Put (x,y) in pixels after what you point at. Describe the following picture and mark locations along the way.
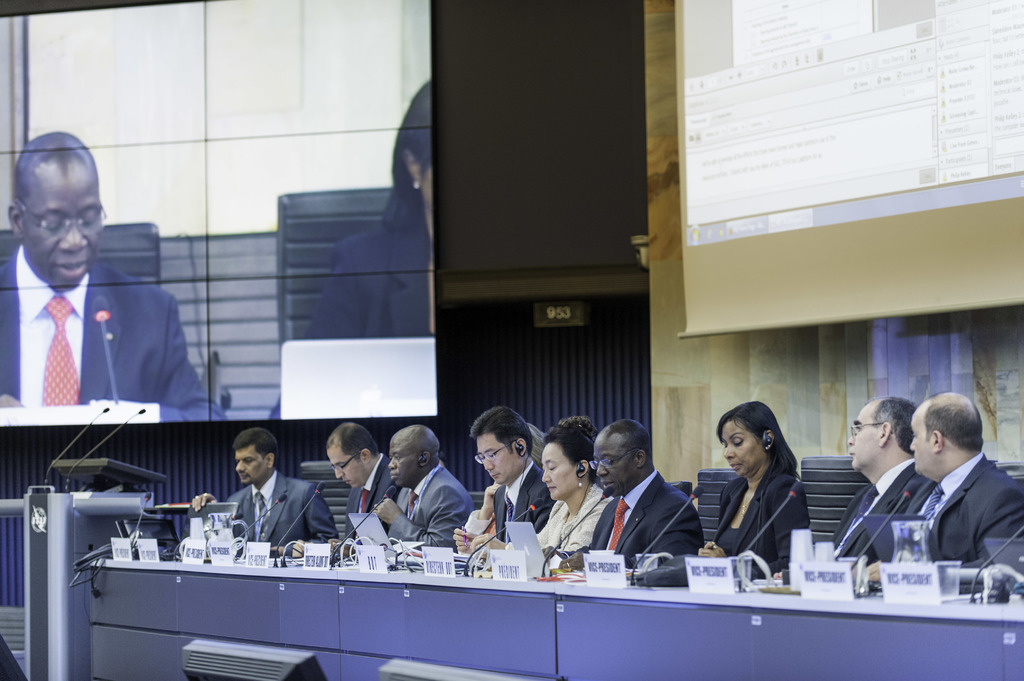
Group of people (435,451) sitting on the chair (833,493). We can see table (530,596) on the table (534,592) we can see name boards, microphones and things (516,541). On the background (837,38) we can see screens (900,26).
